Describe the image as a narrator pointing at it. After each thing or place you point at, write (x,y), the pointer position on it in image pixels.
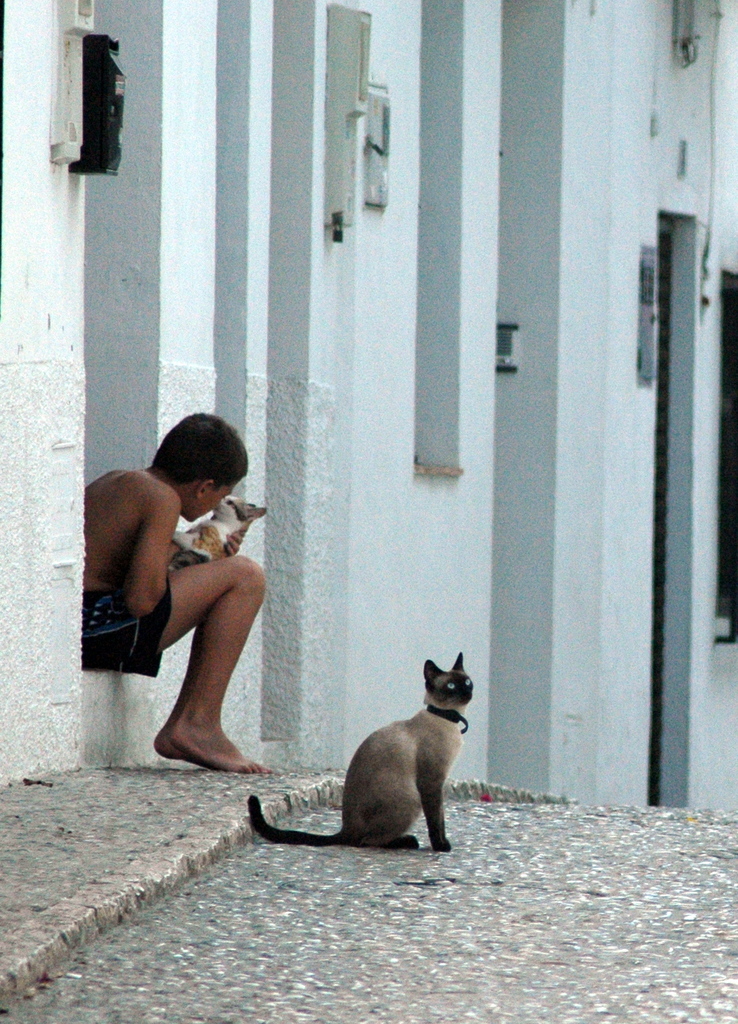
In this image there is a boy (159,608) sitting on a wall (83,667) and holding a cat (219,533) in his hand (234,541), in front of him there is a cat (419,792) on a path (592,859), in the background (423,109) there is a wall (579,382).
